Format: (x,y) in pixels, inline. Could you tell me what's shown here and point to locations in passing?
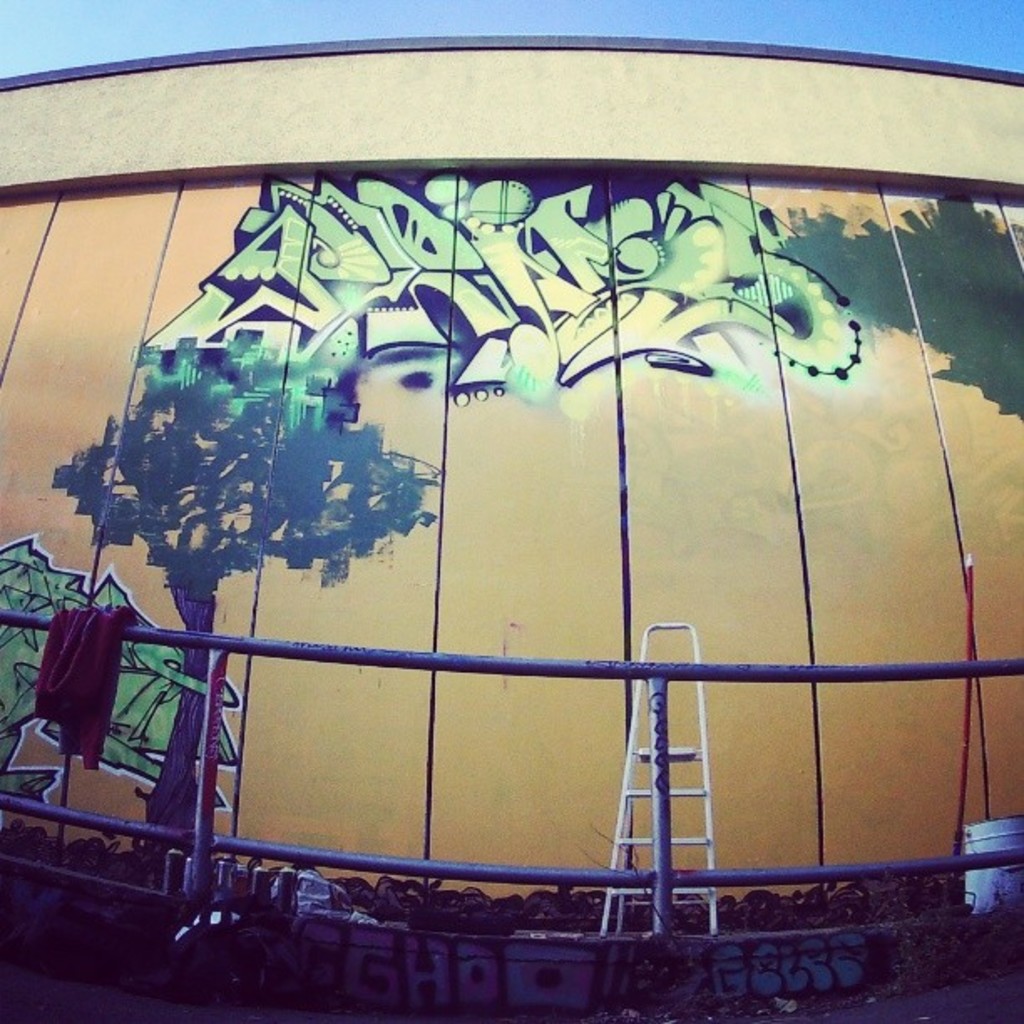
In this picture there is a ladder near to the wooden wall (810,573). On the top (464,280) we can see building (565,440). On the right (966,638) there is a pipe (967,624) near the bucket (970,850). Here we can see cloth (105,638) on the fencing (387,652). On the top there is a sky (527,1). Here we can see grass (804,926).
